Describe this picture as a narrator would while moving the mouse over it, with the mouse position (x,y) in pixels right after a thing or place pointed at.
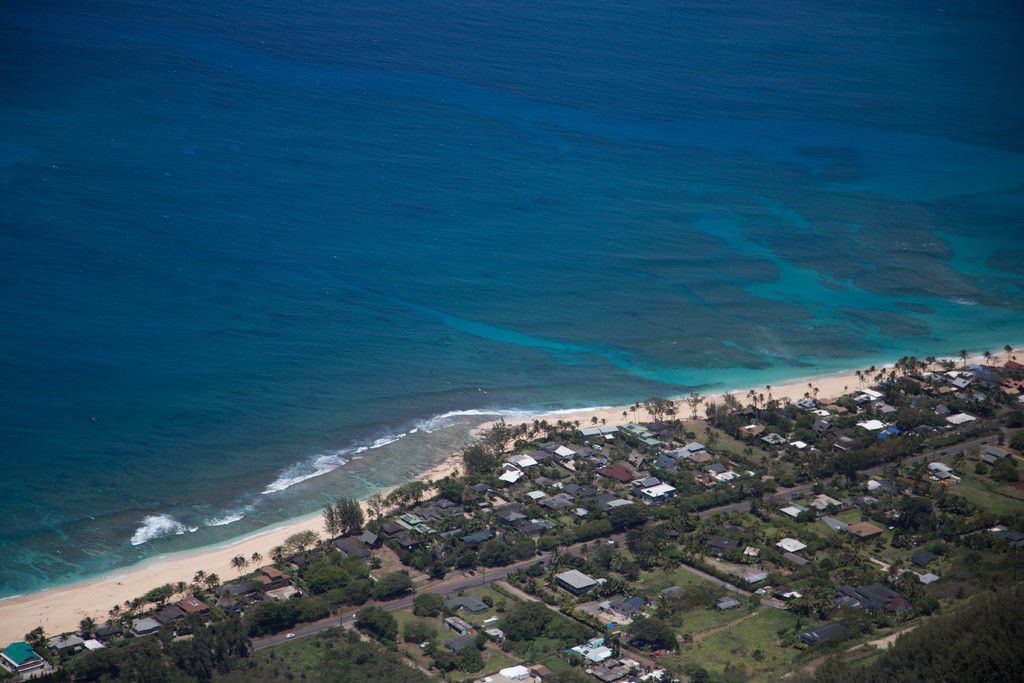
The image is an aerial view of a city (298,622). In the foreground (267,594) there are trees (1019,607), grass (954,488), fields (956,488), houses (561,493), sand (143,577), beach (245,556) and various objects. At the top (210,138) there is a water body (302,180).
